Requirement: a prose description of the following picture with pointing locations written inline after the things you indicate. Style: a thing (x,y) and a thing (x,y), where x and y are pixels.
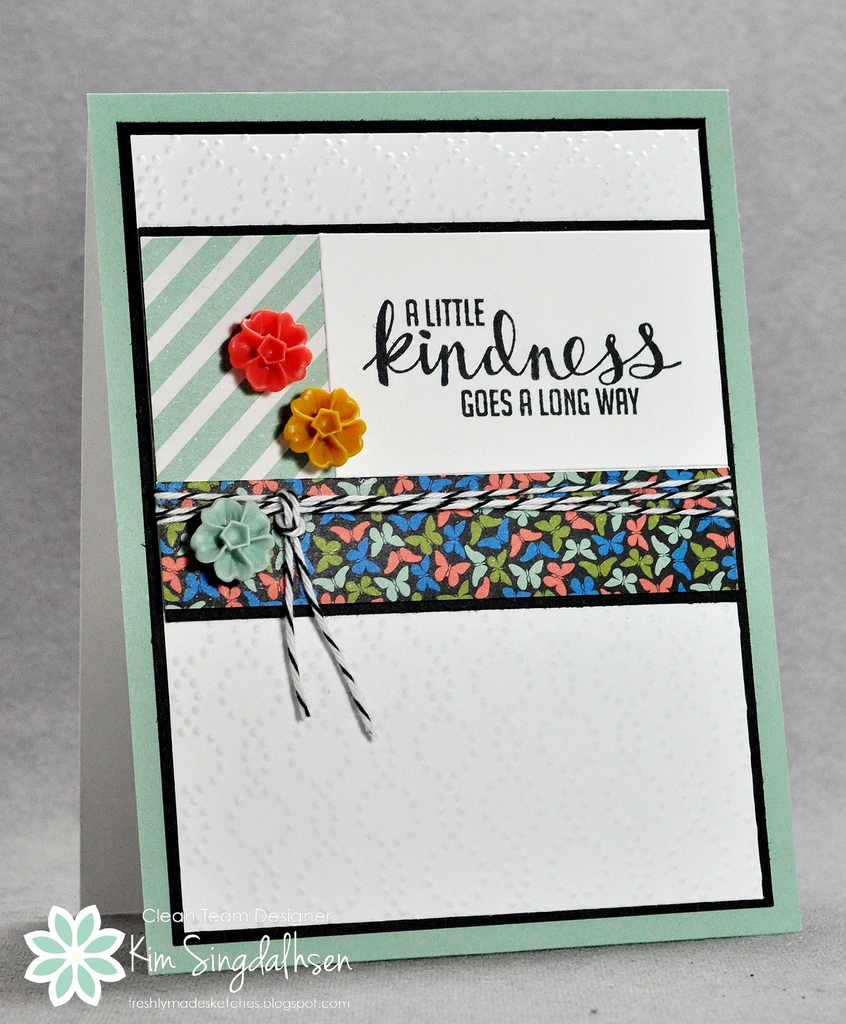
In this image there is a card (381,511), there are flowers (283,386) on the card (284,488), there is text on the card (516,515), there is a flower (64,963) towards the bottom of the image (82,946), there is text (228,959) towards the bottom of the image (242,959), the background of the image (523,24) is grey in color.
